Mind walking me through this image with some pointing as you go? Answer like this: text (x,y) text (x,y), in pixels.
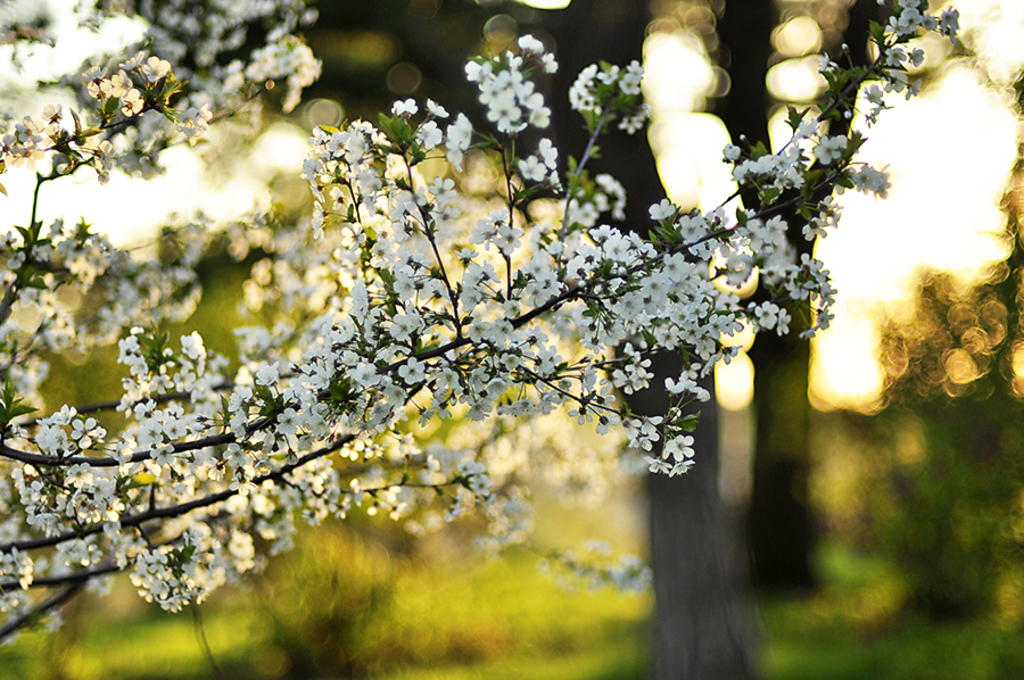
Here we can see a plant (480,466) with flowers (381,480) and in the background (147,609) the image is blur.
